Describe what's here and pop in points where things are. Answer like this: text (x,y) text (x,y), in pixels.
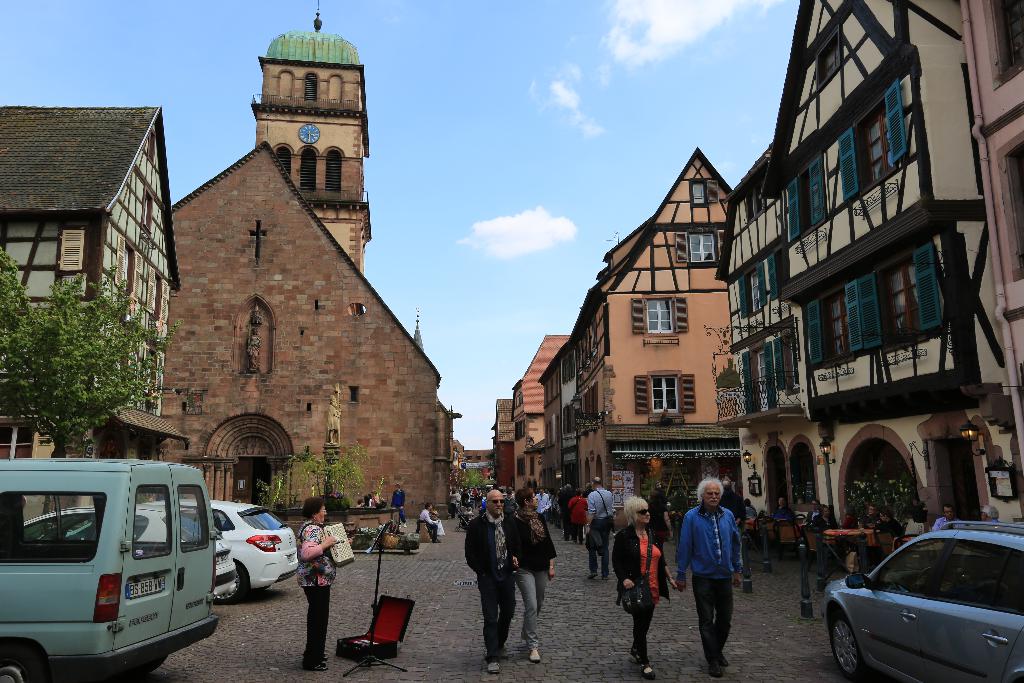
In this image we can see many buildings (275,330) with windows (829,294). Also there are lights (745,457). And there are many people (566,516) walking. Some are wearing goggles (531,504). Also there are vehicles (875,620). And there is a person (326,560) playing musical instrument (342,560). In front of the person (306,564) there is a box (382,626) and music note stand (376,544). Also there are trees (900,484). In the background (535,52) there is sky (396,87) with clouds (521,245). On the building (338,146) there is a clock (310,136).
